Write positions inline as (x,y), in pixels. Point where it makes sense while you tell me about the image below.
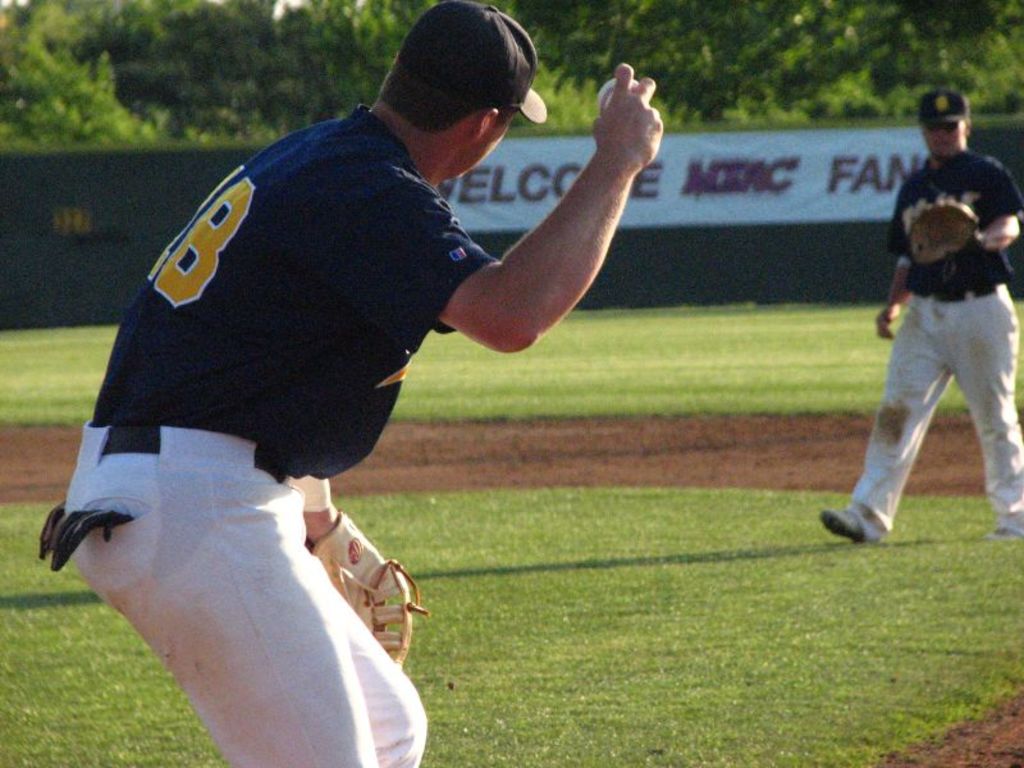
In this image there is a person (339,760) wearing sports dress (404,216) is holding a ball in his hand (634,115). He is wearing a cap (520,48). Right side (896,363) there is a person (835,513) walking on the grassland (549,710). He is wearing gloves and cap (952,111). Behind them there is a banner (844,143). Top of image (936,44) there are few trees (915,2).
